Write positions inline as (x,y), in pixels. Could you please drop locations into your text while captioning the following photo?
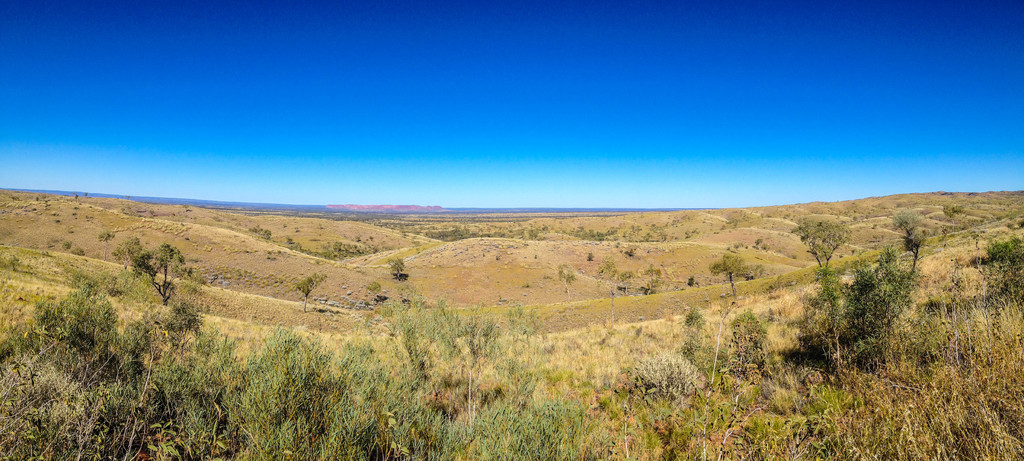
In this image I can see an open grass ground (638,239) and number of trees (912,240) on it. In the background (363,153) I can see the sky (432,165).
